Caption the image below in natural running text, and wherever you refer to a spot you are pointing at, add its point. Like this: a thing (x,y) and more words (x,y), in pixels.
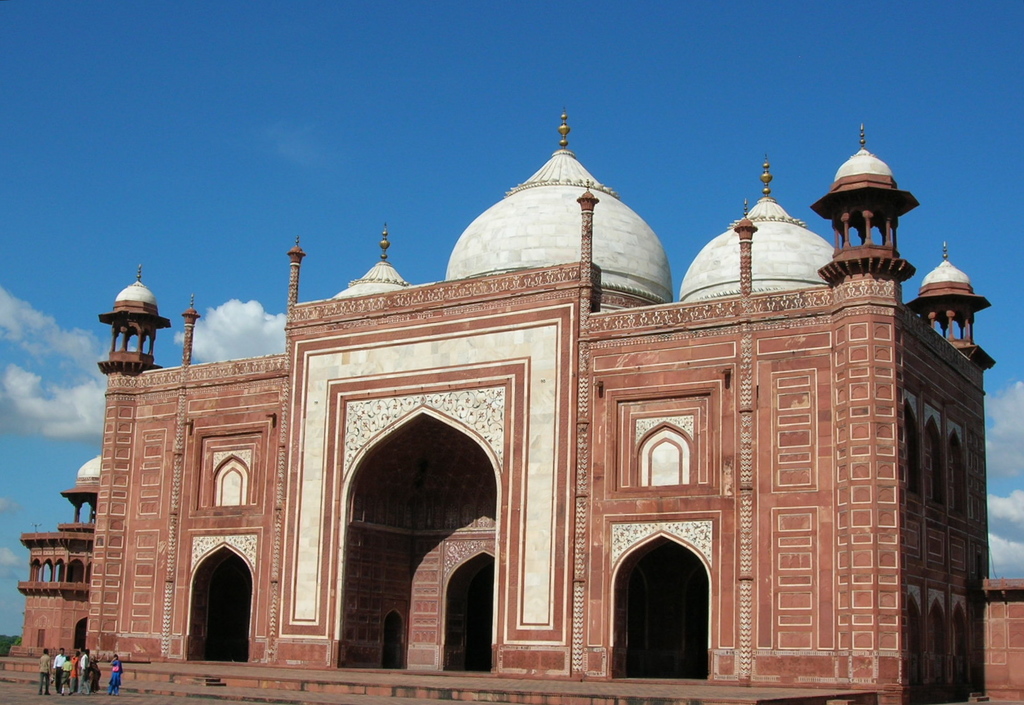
In the center of the image (483,353) we can see a monument (403,538) with arches (240,604). At the bottom left side of the image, we can see a few people (63,678) are standing. In the background (464,176), we can see the sky (718,183) and clouds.
